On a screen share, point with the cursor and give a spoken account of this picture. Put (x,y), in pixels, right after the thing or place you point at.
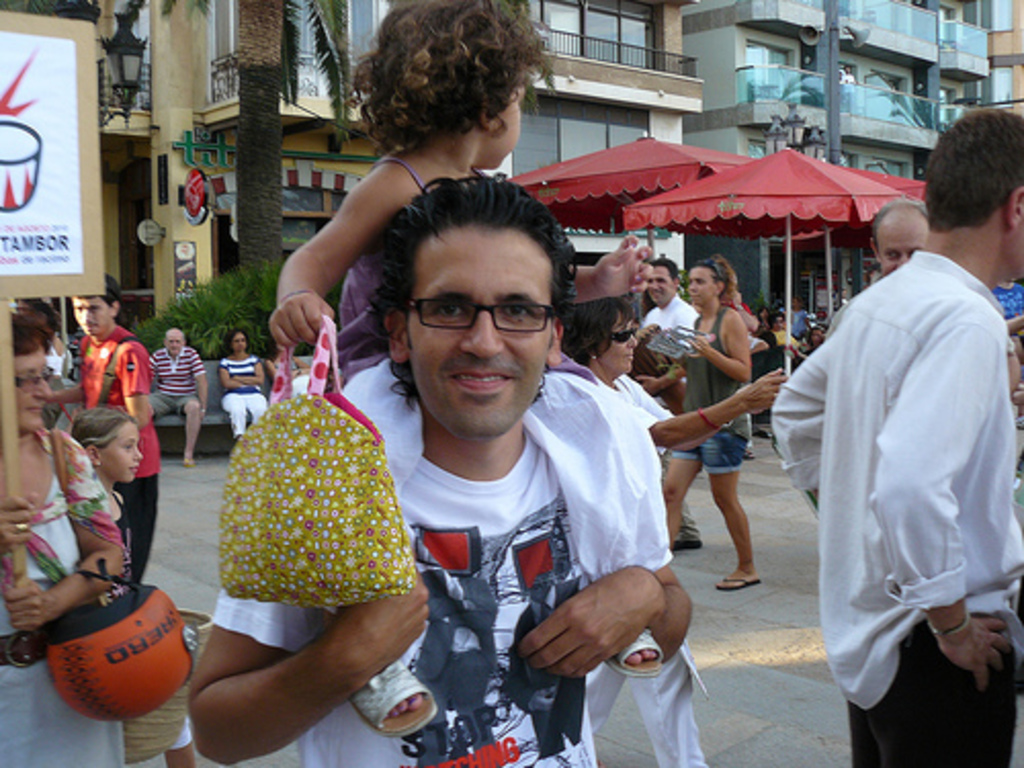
There is a group of persons (584,393) as we can see at the bottom of this image (858,529). The kid (424,173) in the middle (366,446) is holding a bag (331,563) and a woman (49,566) standing on the left side (61,572) is also holding a bag (96,646) and a poster (26,169). There are two umbrellas (744,218) on the right side of this image (685,203), and there are some buildings (301,142) in the background (511,165). There are some persons (194,408) sitting on a bench (163,416) is on the left side of this image (171,386).
